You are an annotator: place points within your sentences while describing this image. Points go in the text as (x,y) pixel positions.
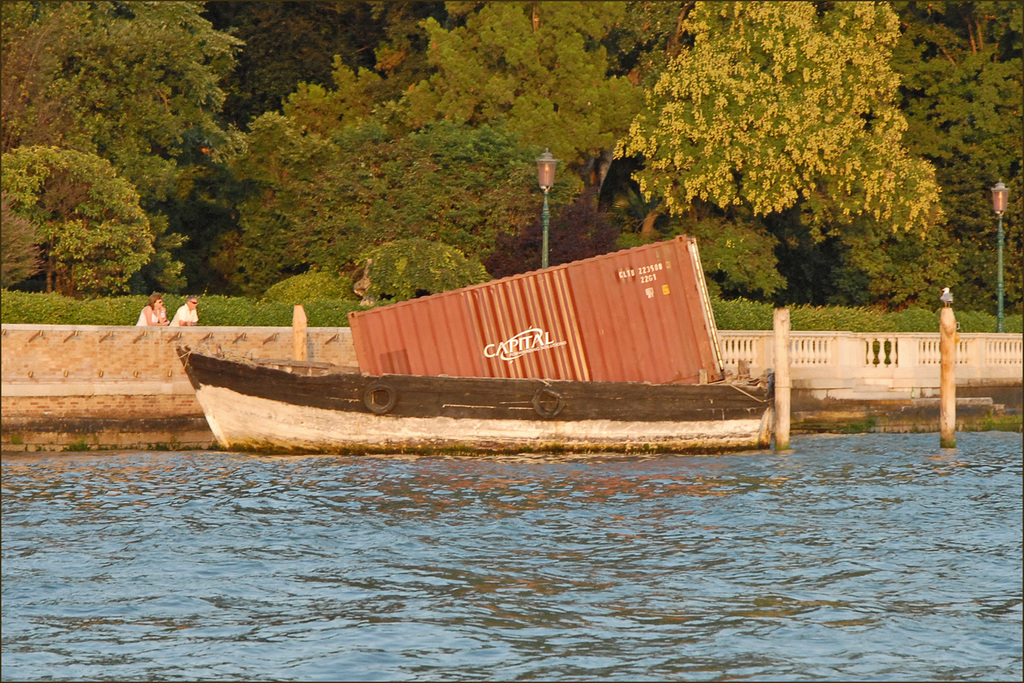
In the image we can see the boat (567,427) in the water (584,456) and in the boat (577,437) we can see the container (543,339). Here we can see the fence (842,355), poles (786,350), plants (322,292) and trees (404,146). We can see there are even two people (157,321) standing and they are wearing clothes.
